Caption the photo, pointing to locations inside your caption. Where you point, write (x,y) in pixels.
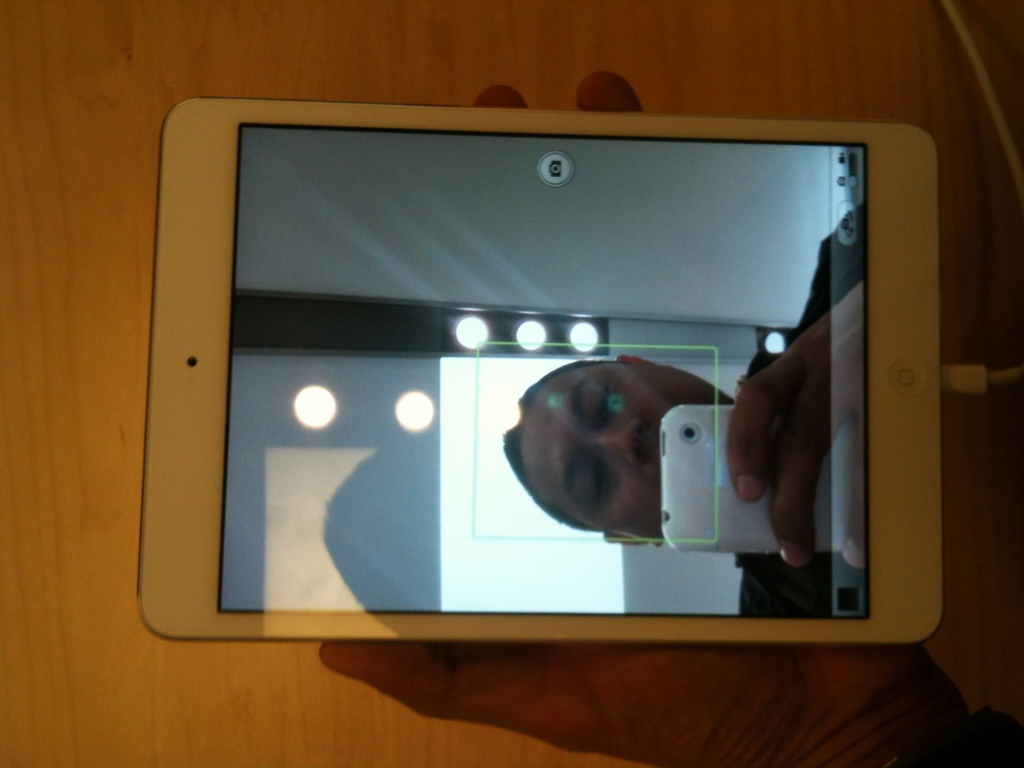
In this image we can see a man (645,468) holding mobile phone (702,494) in his hand (746,446) on the display screen (680,377).
